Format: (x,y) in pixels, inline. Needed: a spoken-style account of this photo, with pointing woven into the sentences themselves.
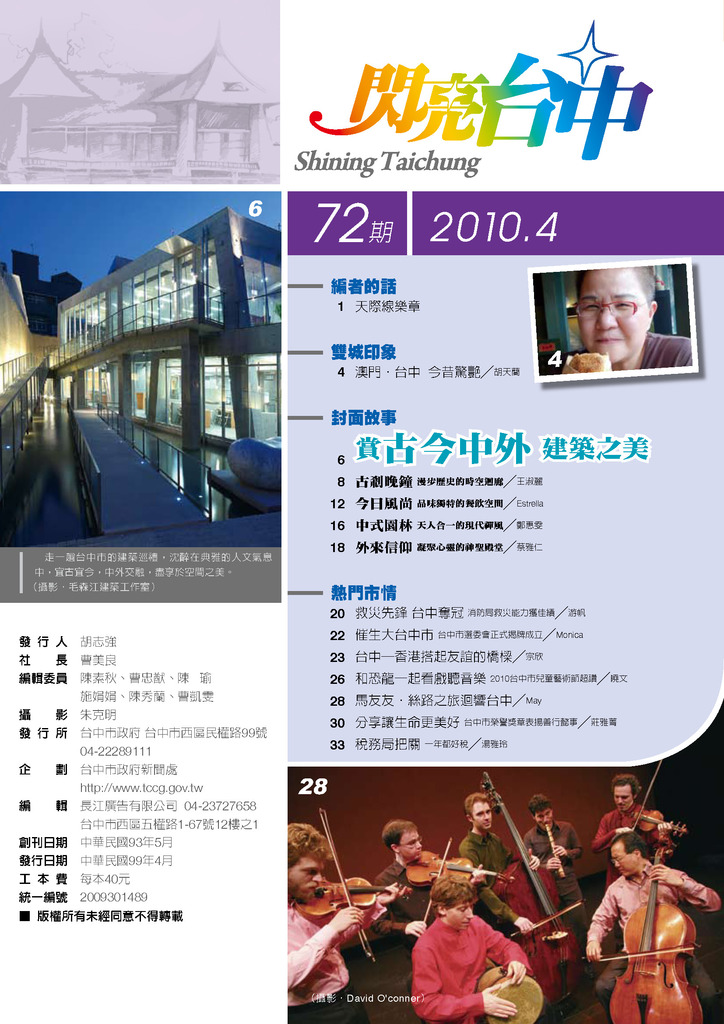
Here I can see a poster (131,252). On the bottom of this there are few people (507,974) playing violins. On the left side of this there is a building (147,385) and I can see some text (432,676). On the right side (556,329) there is a small photo (579,348), in that a person (629,356) is holding the food (575,367) in hand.
